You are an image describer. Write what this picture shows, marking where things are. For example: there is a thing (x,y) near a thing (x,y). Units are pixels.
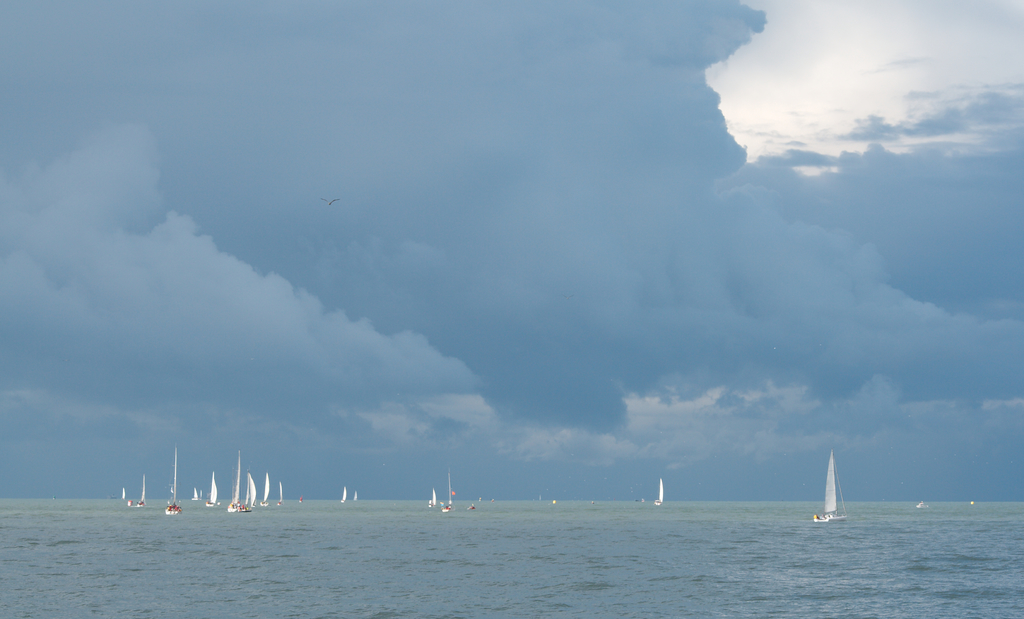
At the bottom of the image (246,500) we can see boats (828,518) in sea (308,587). In the background (357,327) we can see clouds (805,147) and sky (793,92).
